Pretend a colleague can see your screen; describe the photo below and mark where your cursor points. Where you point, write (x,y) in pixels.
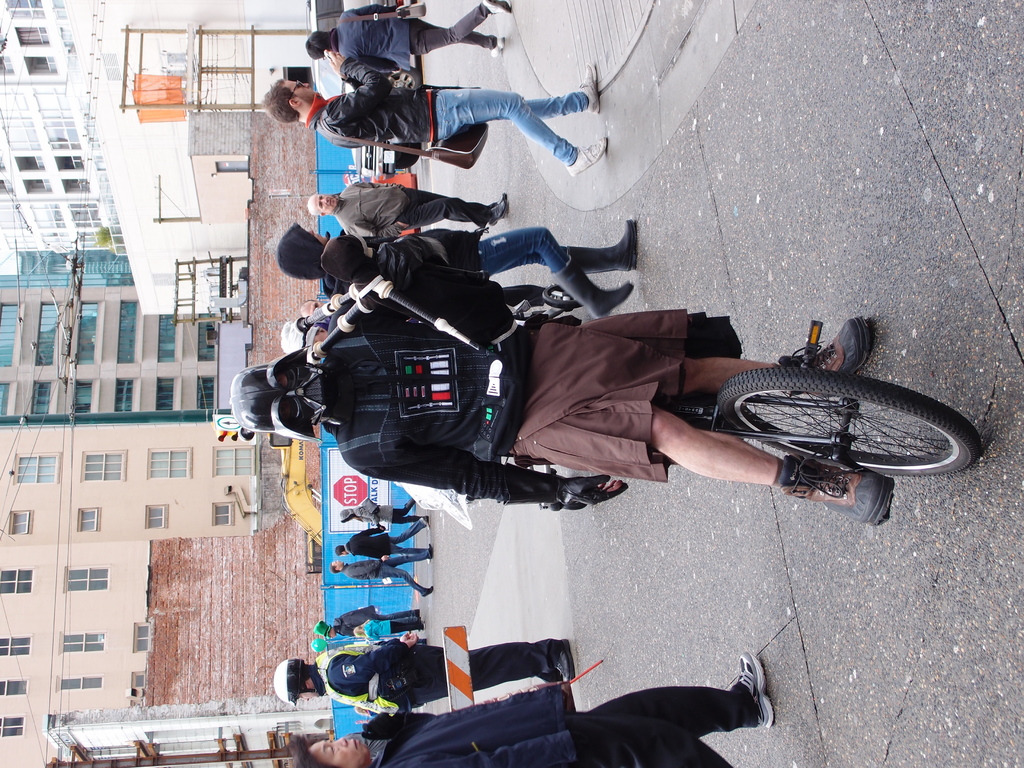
In this image I can see group of people (572,412). There are vehicles (534,305). buildings (302,642), electric poles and cables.
